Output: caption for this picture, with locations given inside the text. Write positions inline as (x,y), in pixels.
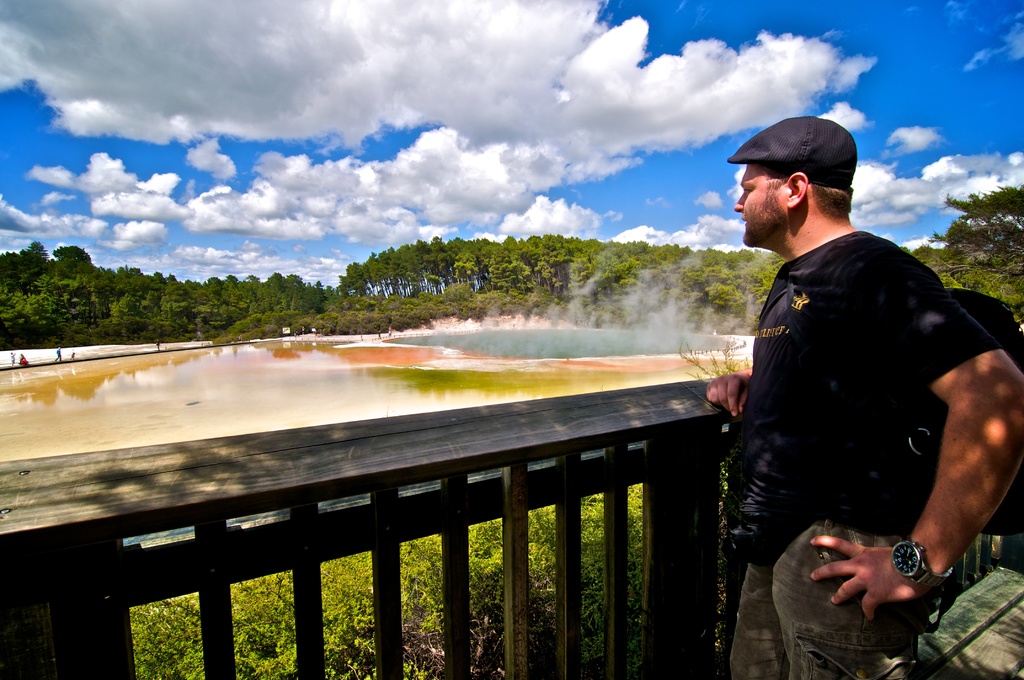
In the foreground (770,378) I can see a person (716,401) is standing near the fence (572,464). In the background (209,427) I can see water (175,413), group of people (159,341), plants (358,310) and trees (552,283). At the top (446,135) I can see the blue sky (459,155). This image is taken during a day.
